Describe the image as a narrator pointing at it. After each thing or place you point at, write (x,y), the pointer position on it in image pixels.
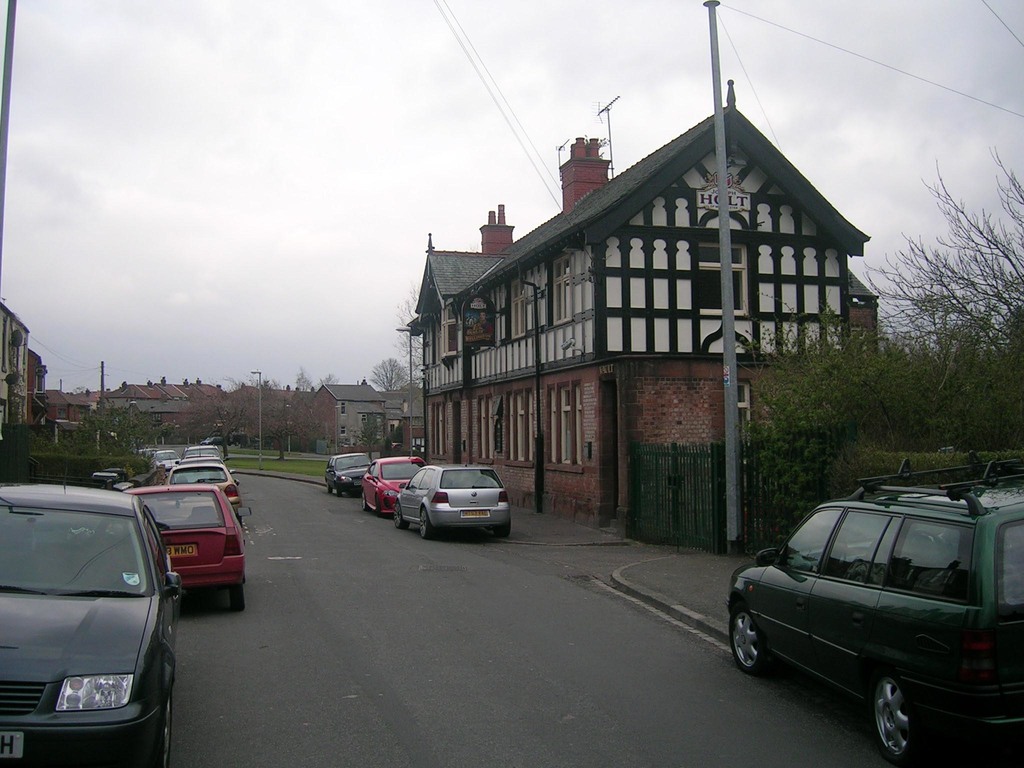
In this image there is a road (358,518) on which there are so many cars (421,514). On the right side (691,376) there is a building (576,422) beside the road (467,619). On the footpath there are poles (725,226). At the top (231,152) there is sky (213,167). In the background (156,403) there are buildings (173,397) and houses (115,393). On the right side (958,391) there are trees (923,375).
